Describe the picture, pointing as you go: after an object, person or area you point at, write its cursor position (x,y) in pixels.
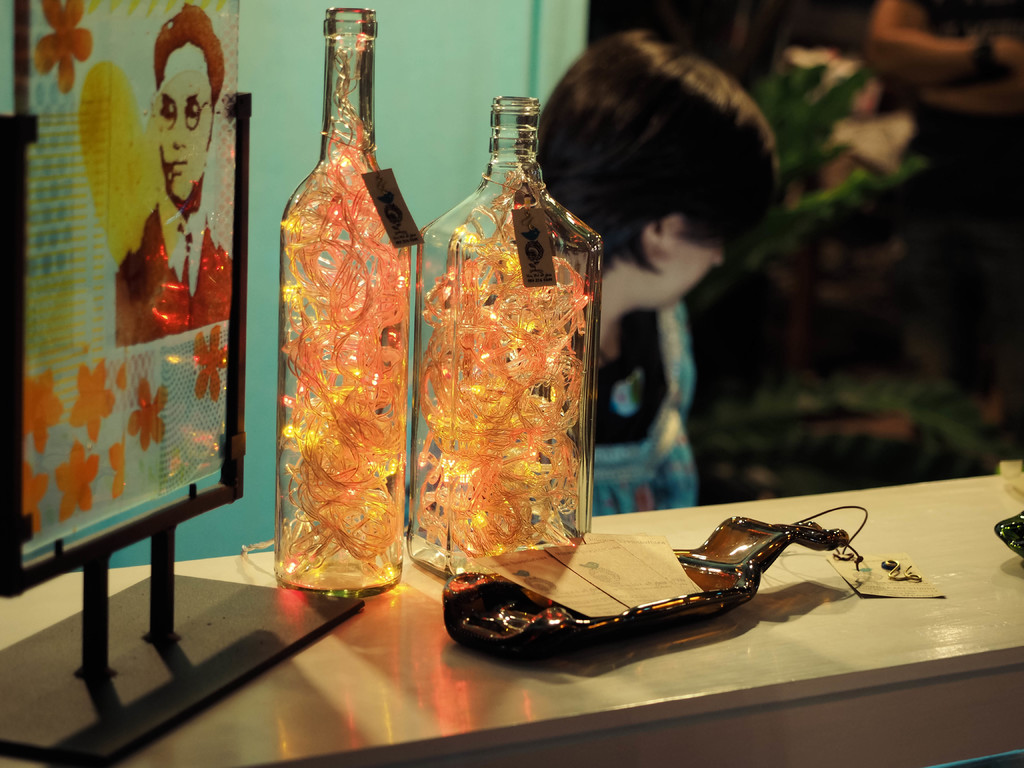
In this picture we can see bottle (311,194) with some decorative lights (477,362) in it and in front of this we have tray (690,573) to keep cards (598,581) and here this is banner (91,225) to hold stand (198,660) and this all are placed on table (875,514) and in background (592,203) we can see women (616,295), trees (836,65), wall (452,73).
